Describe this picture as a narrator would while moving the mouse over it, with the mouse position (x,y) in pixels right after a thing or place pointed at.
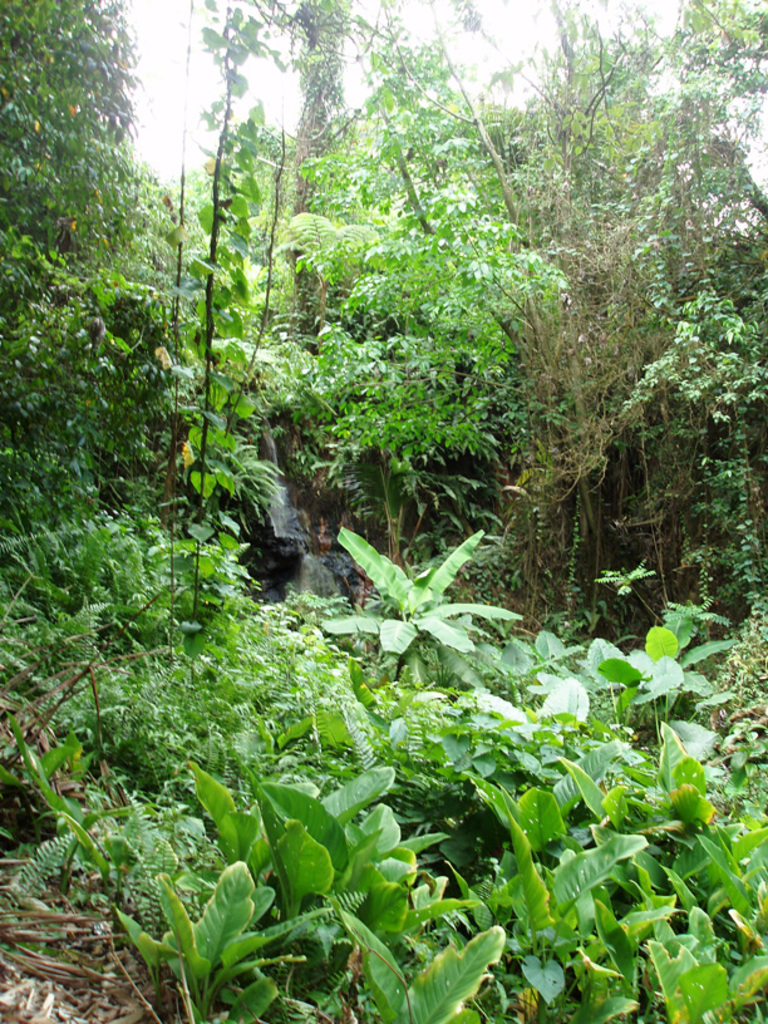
In this image we can see some group of trees (60,289), plants (440,837), dried leaves (140,1019) and the sky (294,90).
